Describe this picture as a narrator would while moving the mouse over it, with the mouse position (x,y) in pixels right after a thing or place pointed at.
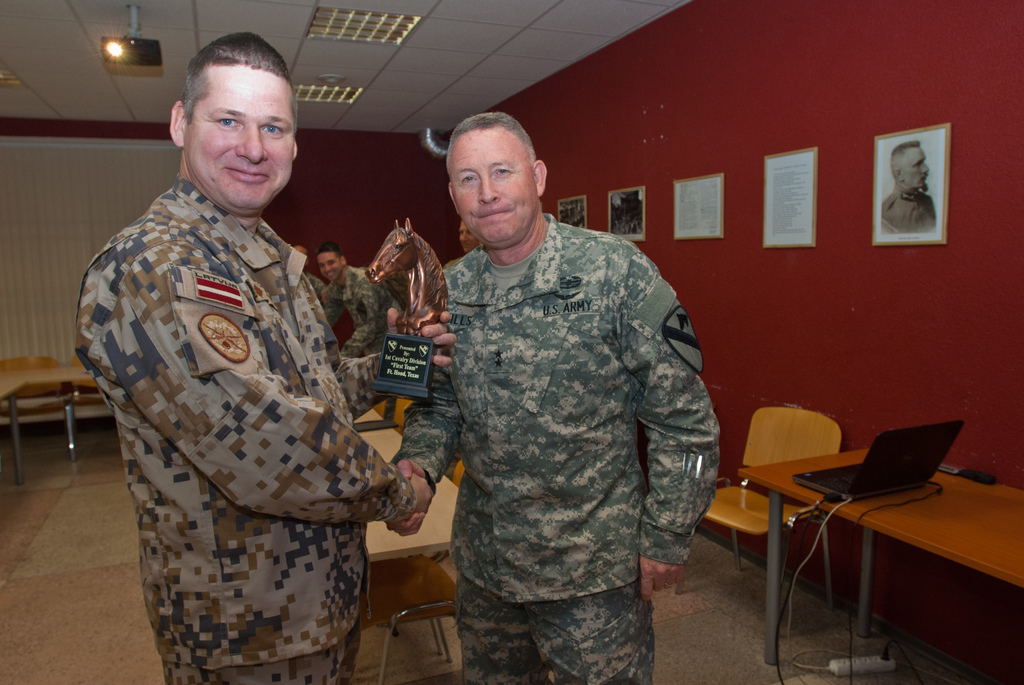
this picture shows two men (509,205) standing and shaking their hands (414,532) and we see a man (378,333) standing on the back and we see few photo frames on the wall (873,341) and a laptop (871,459) on the table (770,538) and couple of chairs (735,511) and tables (76,374) and we see projector (144,43) on the top of the roof (57,41) and a man (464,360) holding a trophy (371,279) in his another hand (432,330).
